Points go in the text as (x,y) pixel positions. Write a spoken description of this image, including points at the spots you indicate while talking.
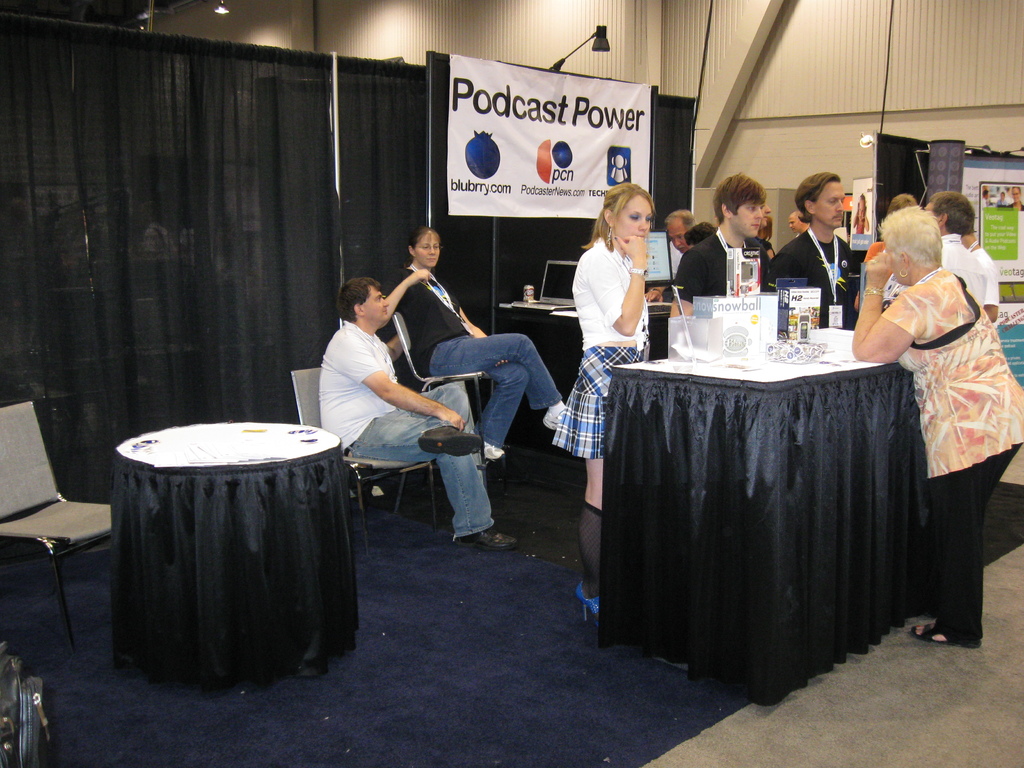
In the given image we can see there are many people (607,277) some of them are sitting and some of them are standing. This is a white poster (500,149) and curtain (222,187) which is in black color.
